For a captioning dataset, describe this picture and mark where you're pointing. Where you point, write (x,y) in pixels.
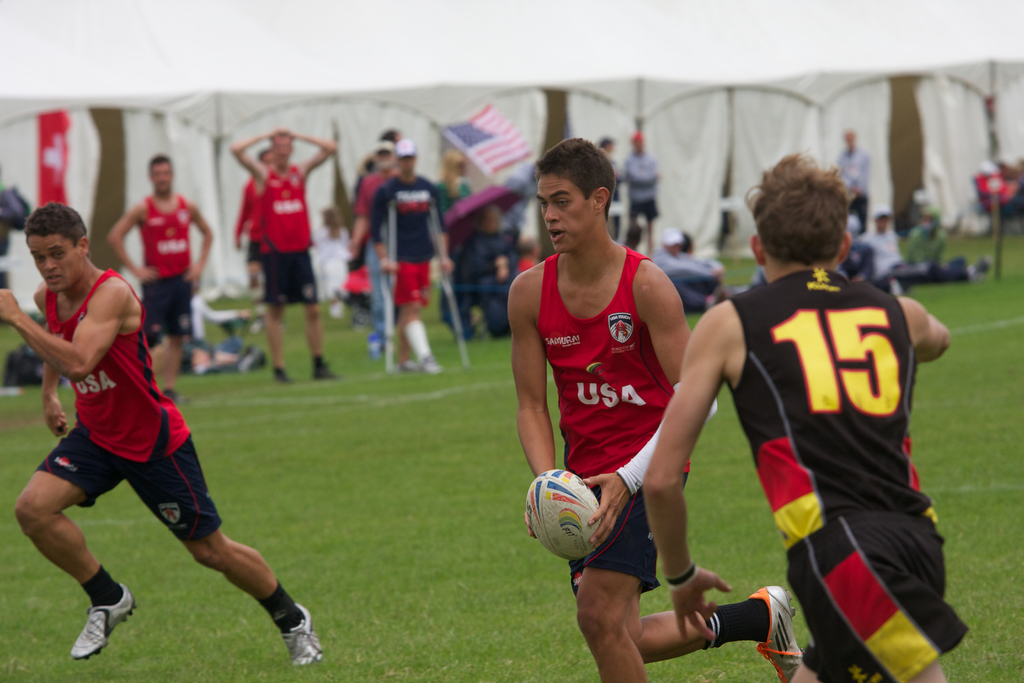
In this image there are people (798,440) playing game on a ground (218,575), in the background (458,160) there are people (144,325) standing and it is blurred.
